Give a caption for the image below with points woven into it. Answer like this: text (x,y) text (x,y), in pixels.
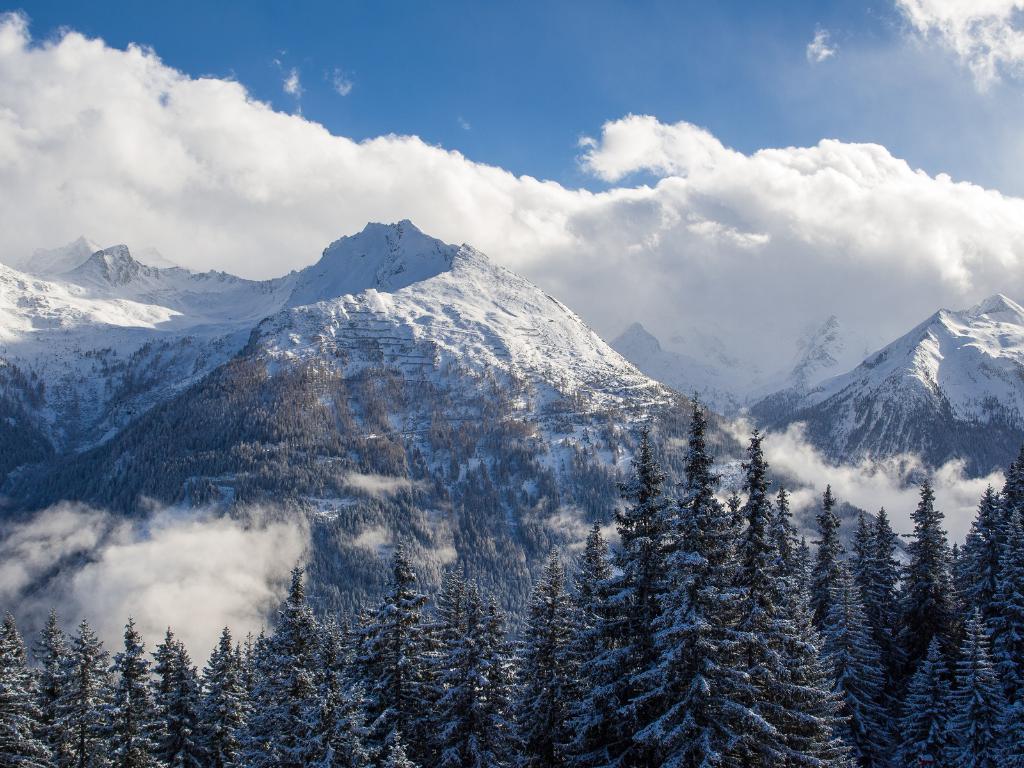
In the picture I can see trees (511,750) covered with snow (644,740), I can see fog (101,559), mountains (460,421) and the blue color sky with clouds (102,110) in the background (58,129).
